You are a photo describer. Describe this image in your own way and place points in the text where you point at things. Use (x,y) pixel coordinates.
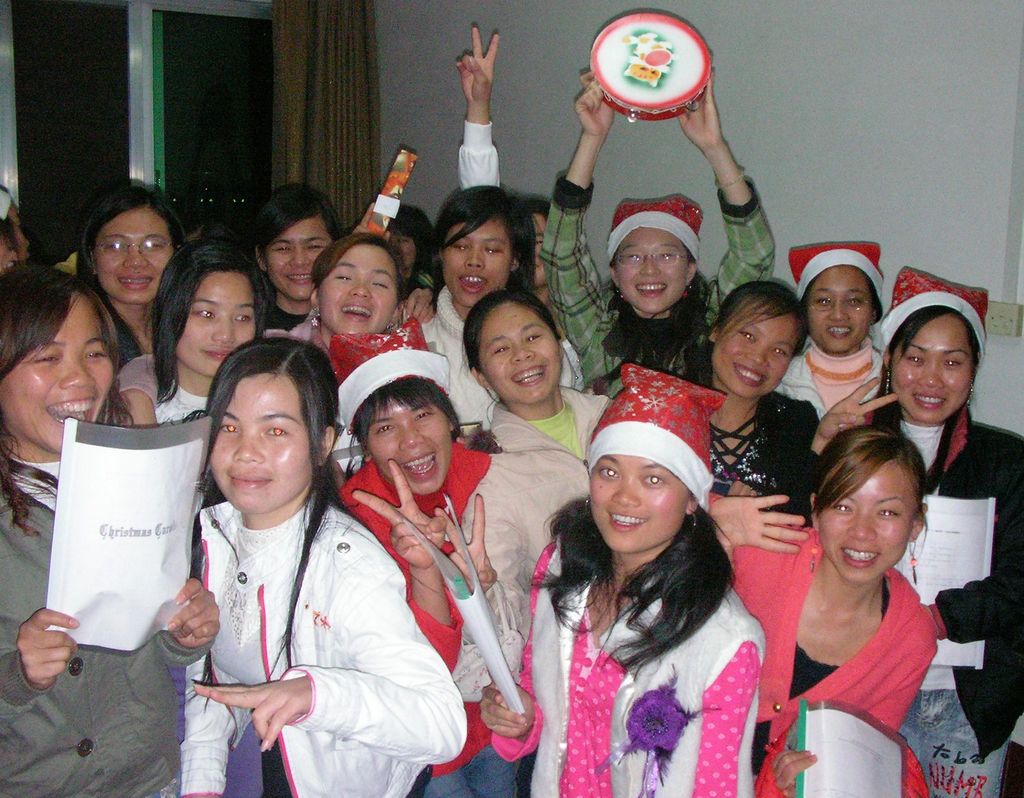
In this picture we can see a group of people (105,408) smiling, some objects (138,644) and in the background (544,131) we can see the wall (499,109), window (193,162), curtain (337,92).
